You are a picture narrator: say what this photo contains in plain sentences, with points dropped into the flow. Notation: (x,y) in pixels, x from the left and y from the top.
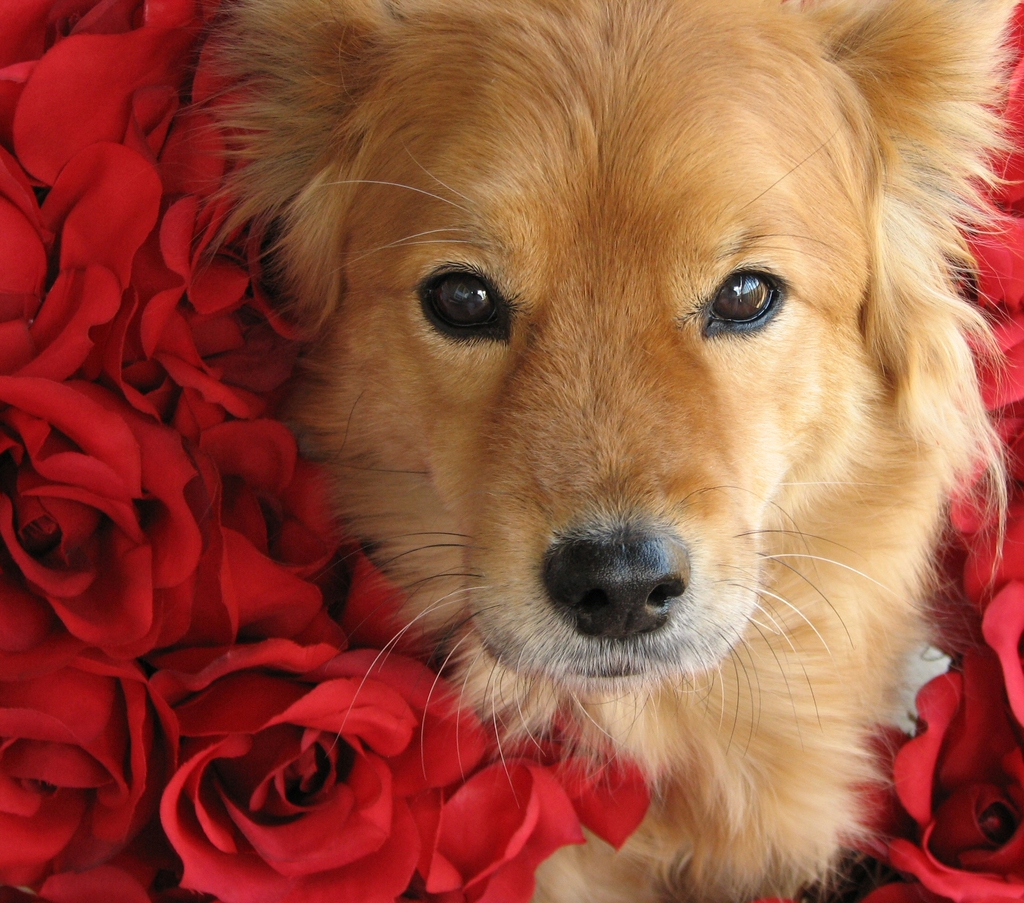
The picture consists of roses (156,164) and a dog (654,417).
